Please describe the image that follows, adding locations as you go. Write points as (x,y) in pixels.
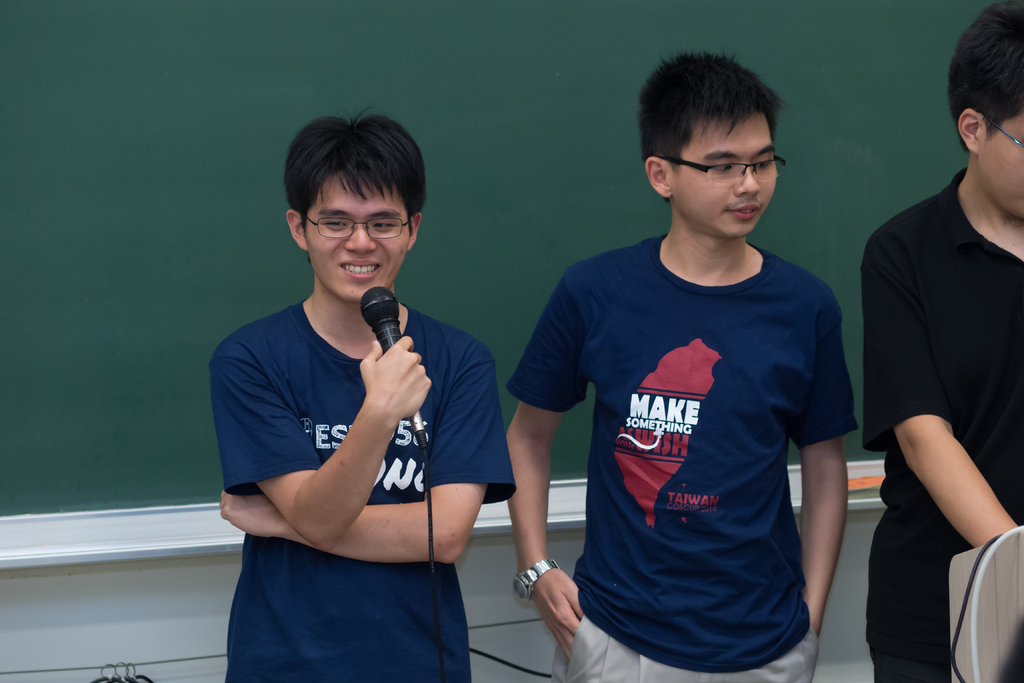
The man (272,447) in front of the picture wearing a blue T-shirt (298,430) is holding a microphone (391,344) in his hands (412,369). He is smiling. Beside him, the boy (748,450) in blue T-shirt (655,427) is standing. He is wearing the spectacles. Beside him, we see a boy (887,351) in black T-shirt (952,364) is standing. Behind them, we see a green wall (128,369) or a green color board (123,282). At the bottom of the picture (131,617), we see a white wall (113,631).
